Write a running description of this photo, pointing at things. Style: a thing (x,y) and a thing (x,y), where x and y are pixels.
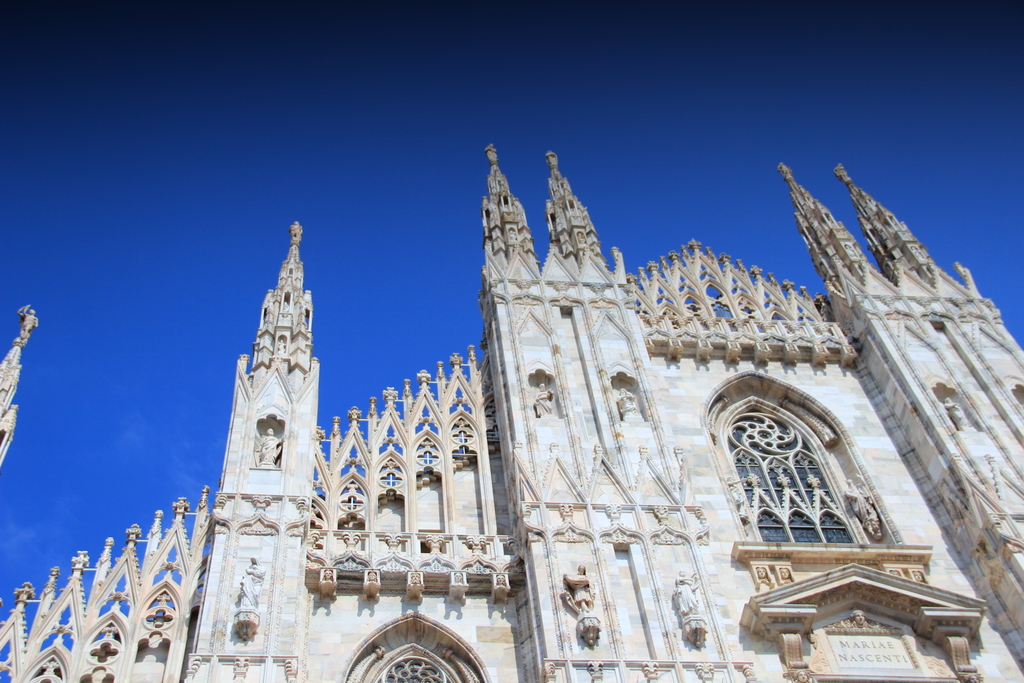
in this image there is a cathedral (734,506).
